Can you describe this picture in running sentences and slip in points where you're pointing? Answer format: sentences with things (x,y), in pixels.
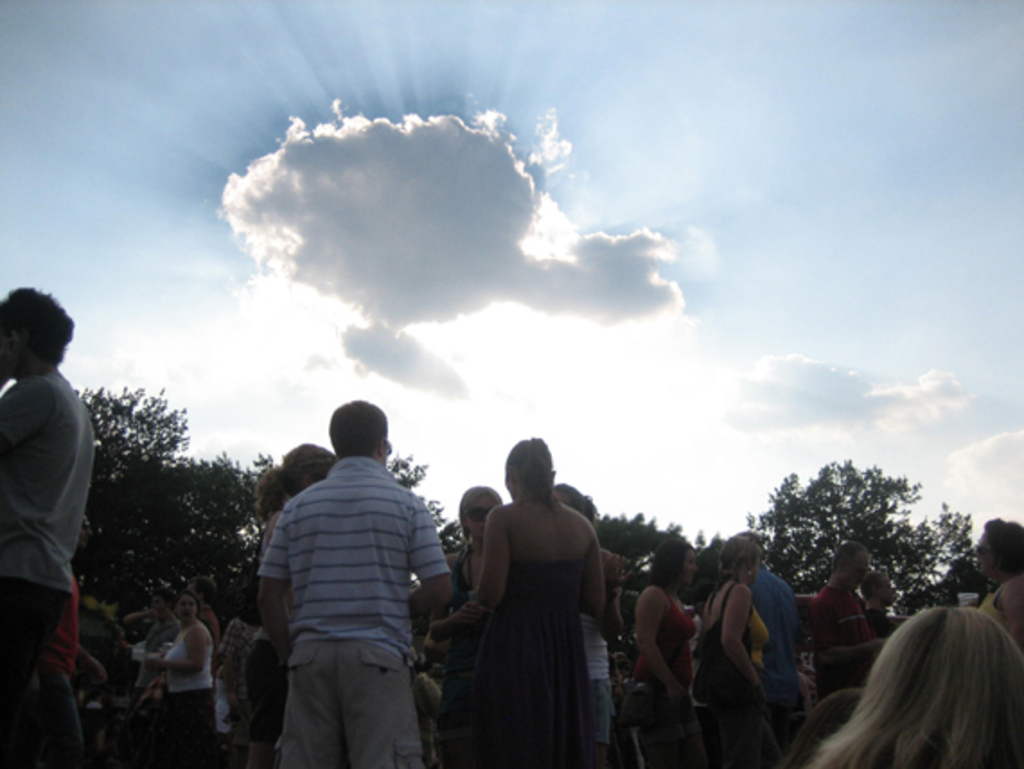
Here in this picture we can see number of people (602,630) standing and walking on the ground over there and behind them we can see trees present all over there and we can see clouds (406,314) in the sky (710,316).
